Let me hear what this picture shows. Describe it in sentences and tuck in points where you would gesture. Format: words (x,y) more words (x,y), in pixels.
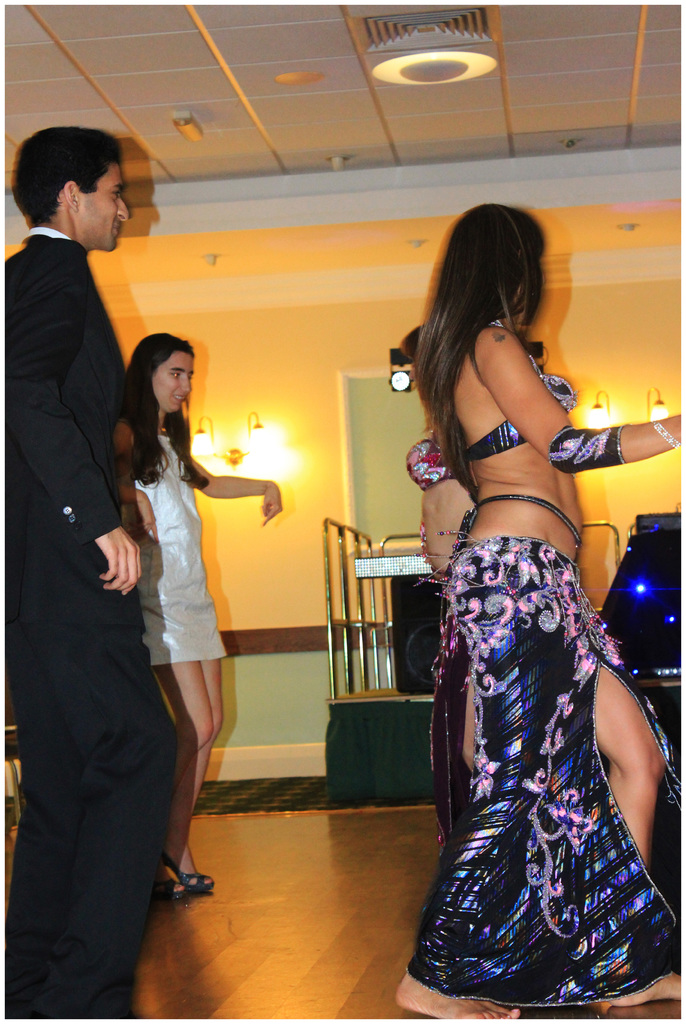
In the picture I can see a person (32,557) wearing a black color dress (99,800) is standing on the left side of the image (88,926) and also we can see a woman (136,527) wearing a white color dress (156,589) is standing beside him. On the right side of the image (554,878) we can see two women (524,621) wearing different costumes (489,683) are standing on the floor (395,892). In the background (291,614), we can see a few objects (408,582), we can see lights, a board (389,496) and the wall (287,395).
